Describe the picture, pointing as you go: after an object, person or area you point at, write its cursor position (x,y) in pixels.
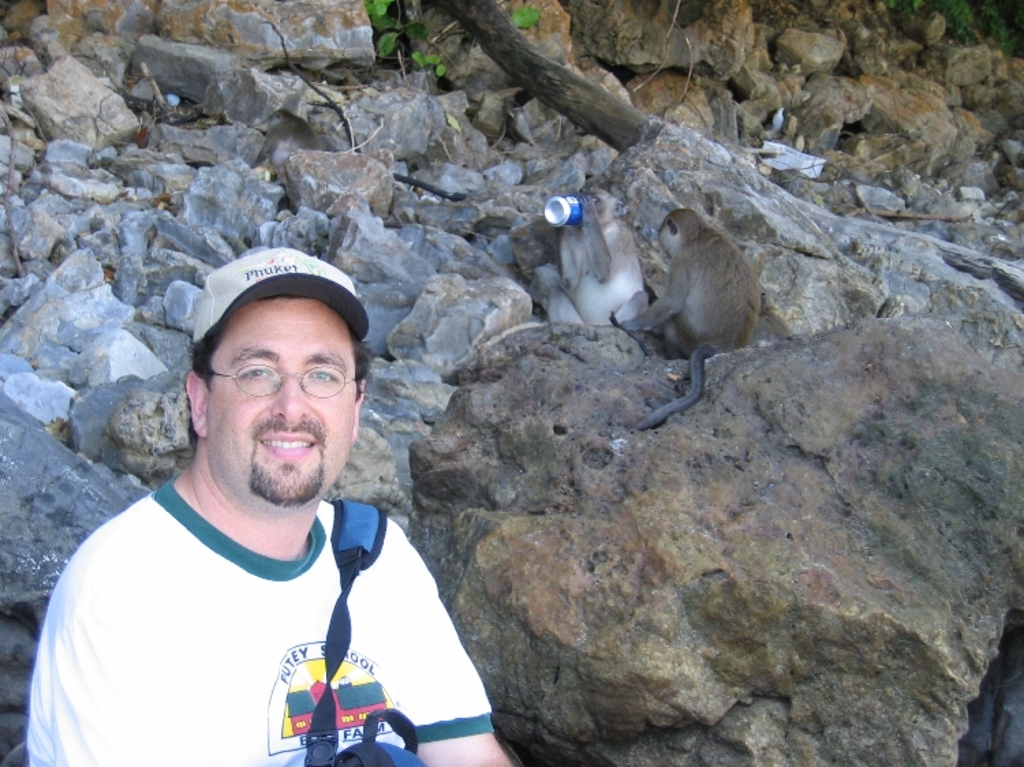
In this image in the foreground (267,573) there is a man (232,640) wearing white shirt (249,659), cap (257,277), glasses (246,388). He is smiling. In the background (603,247) there are two monkeys (572,259) on the rock (479,264). Here the monkey (576,230) is holding a tin can (576,213). These are leaves (419,36).
